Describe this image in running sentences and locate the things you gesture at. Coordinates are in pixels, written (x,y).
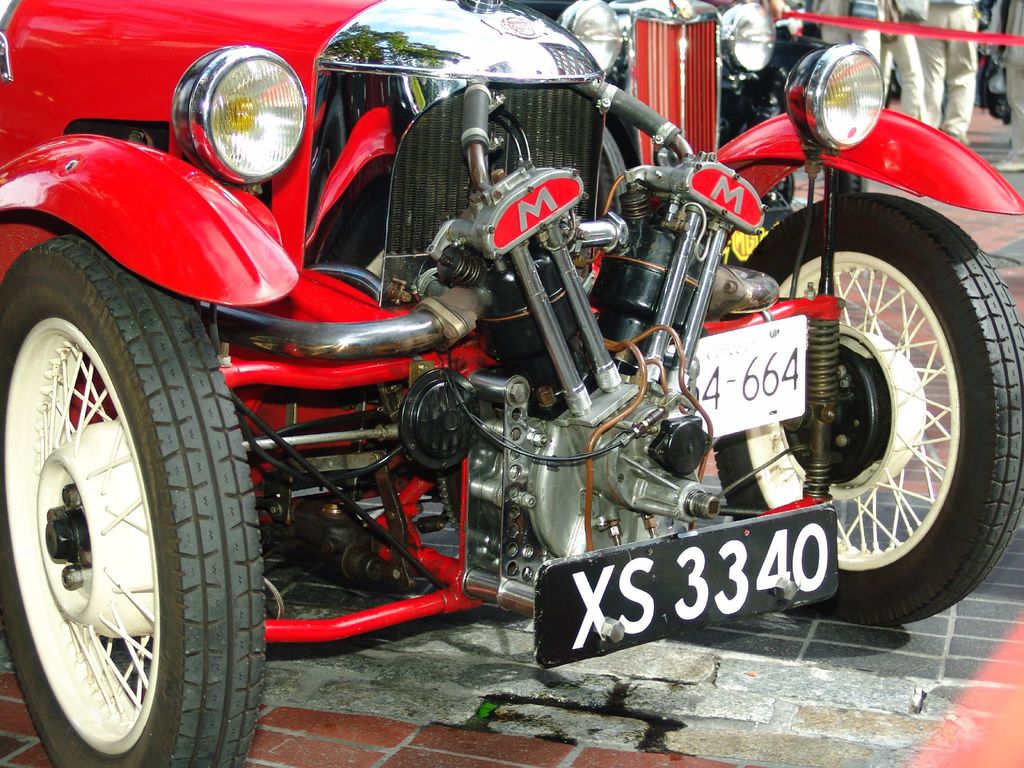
In the picture we can see a vintage car (32,355) parked on the path (692,717) which is red in color and besides to it, we can see another car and some people (952,61) standing near them.
